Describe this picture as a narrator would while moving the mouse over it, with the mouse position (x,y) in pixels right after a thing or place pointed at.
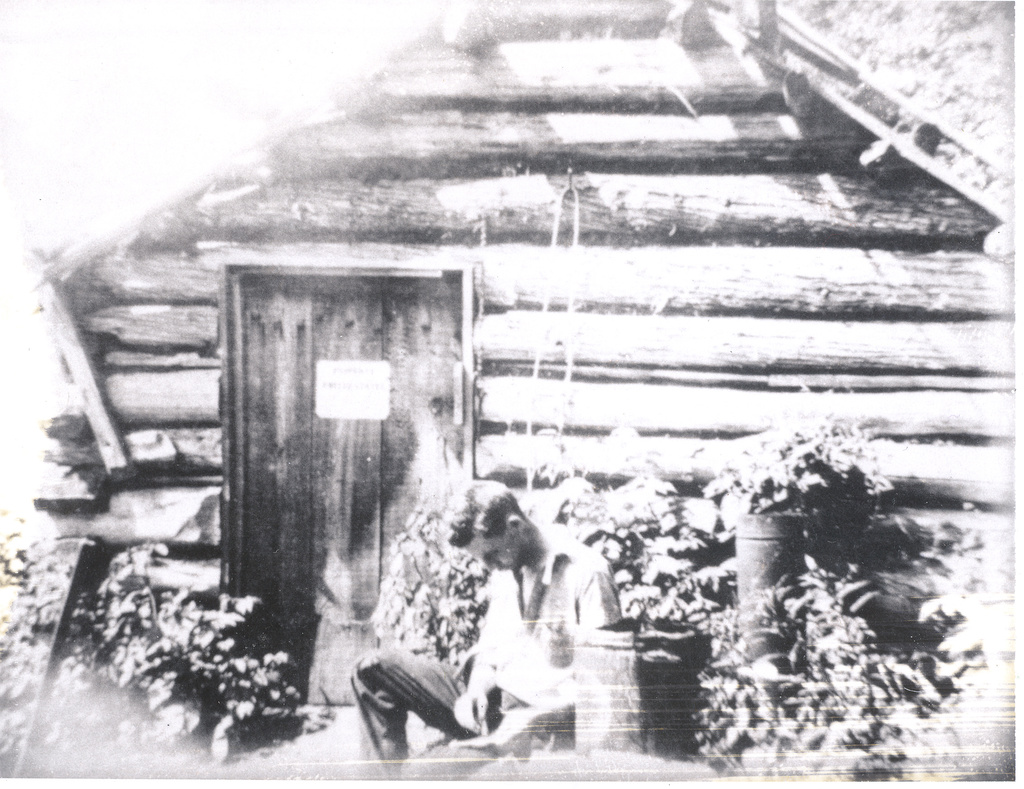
In this picture we can see a person (542,659) is sitting, on the right side (772,607) and left side (171,704) there are plants (147,700), in the background (637,257) there is a house (496,262), we can see a door (308,380) in the middle (349,385), it is a black and white image.
